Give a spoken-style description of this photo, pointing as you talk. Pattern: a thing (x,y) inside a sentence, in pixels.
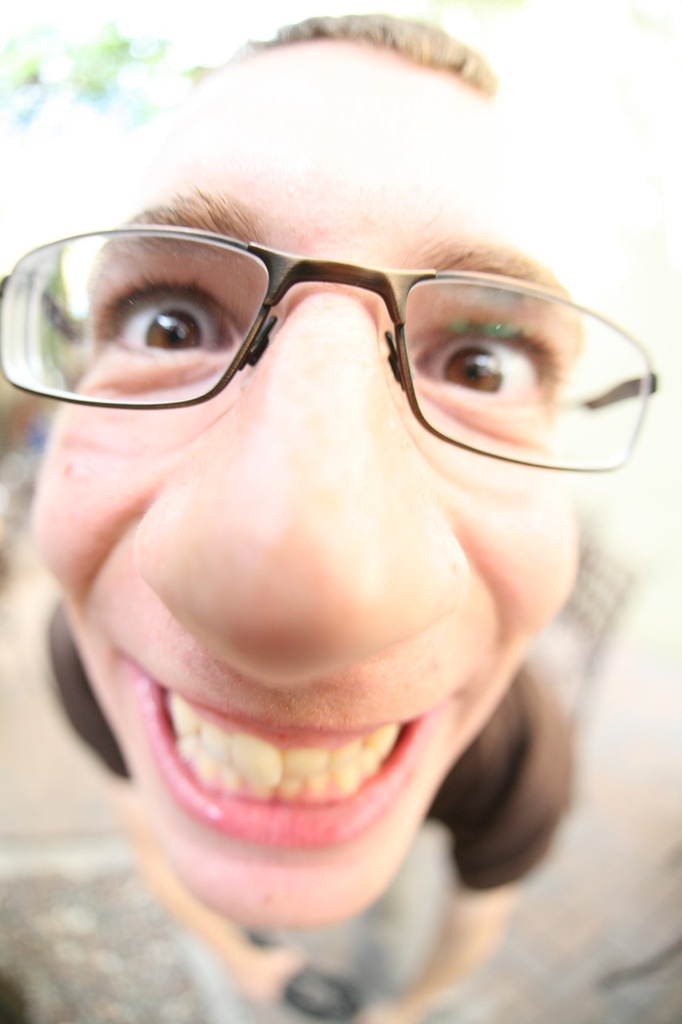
In this image we can see a person (214,725) and the person (307,732) is wearing spectacles (619,381). The background of the image (568,18) is blurred.
